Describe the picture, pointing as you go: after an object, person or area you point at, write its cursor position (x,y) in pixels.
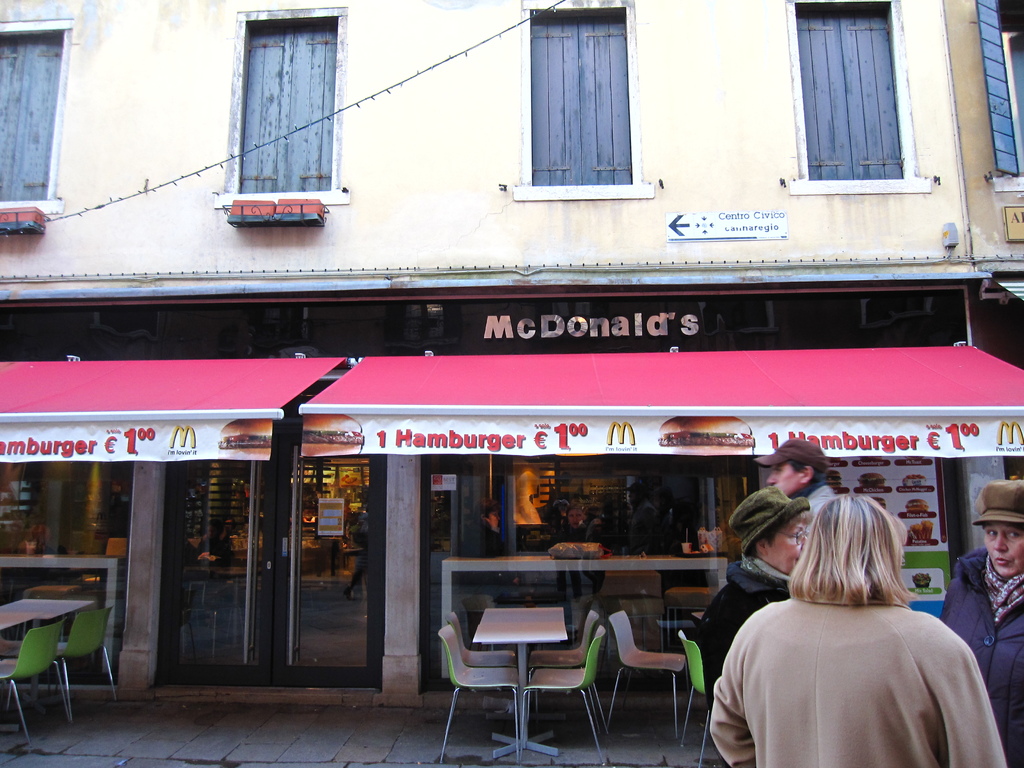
In this image I can see few people (1019,490) and number of chairs (620,651), tables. In the background (907,318) I can see a building (283,297).
